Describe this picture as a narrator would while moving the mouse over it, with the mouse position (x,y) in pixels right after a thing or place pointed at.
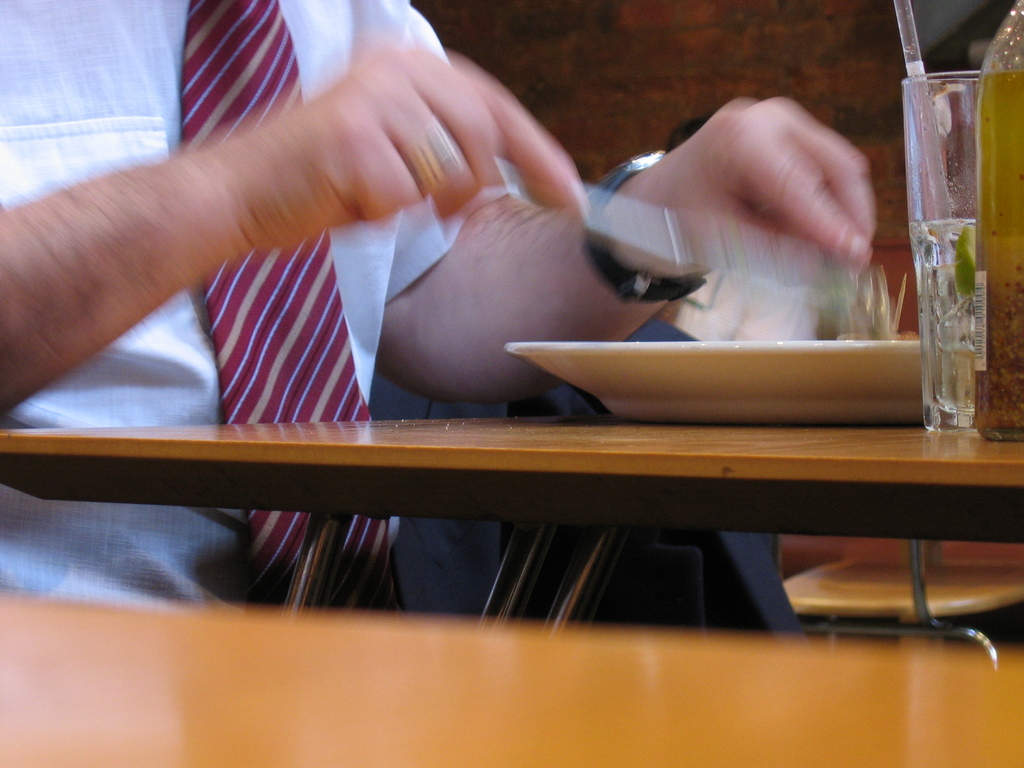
In this image I can see only a person's hands (456,206). The person (168,185) is wearing white color shirt (139,372). In front of this person (356,418) there is a table (713,477). On the table (633,441) there is a plate (848,352), glass (925,247) and one bottle (983,150). This person (555,251) is wearing a watch (608,190) to his left hand (747,182).
